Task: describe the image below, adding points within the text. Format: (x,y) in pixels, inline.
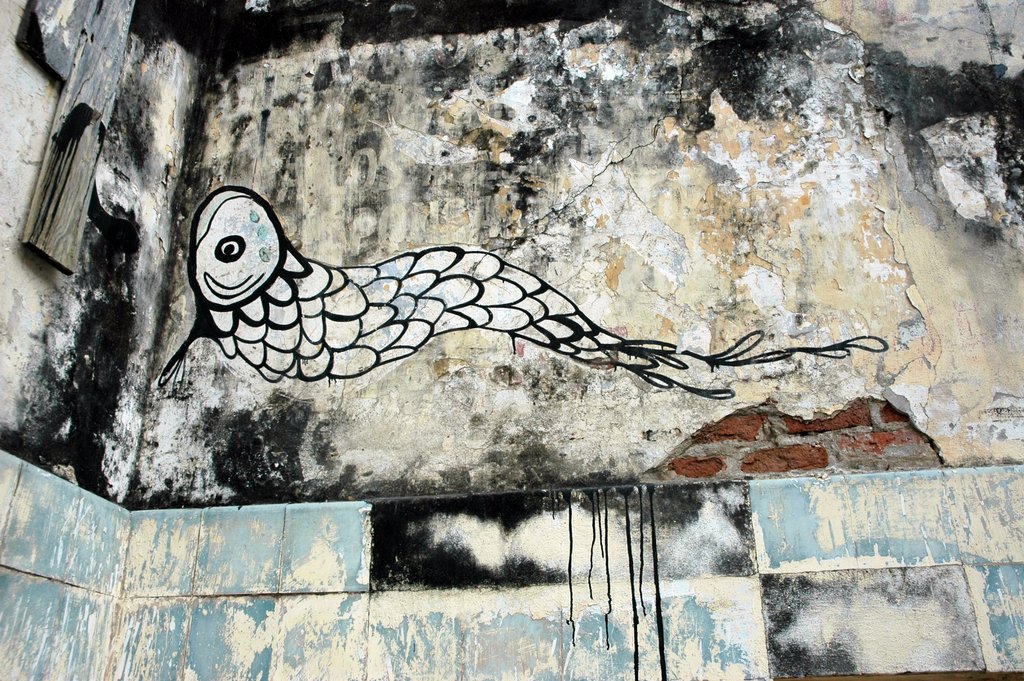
In this image we can see a wall (297,460) with tiles (681,489) and bricks (782,463). On the wall (705,380) there is a drawing (669,342). On the left side (64,154) we can see wooden pieces (69,98) on the wall (38,130).
